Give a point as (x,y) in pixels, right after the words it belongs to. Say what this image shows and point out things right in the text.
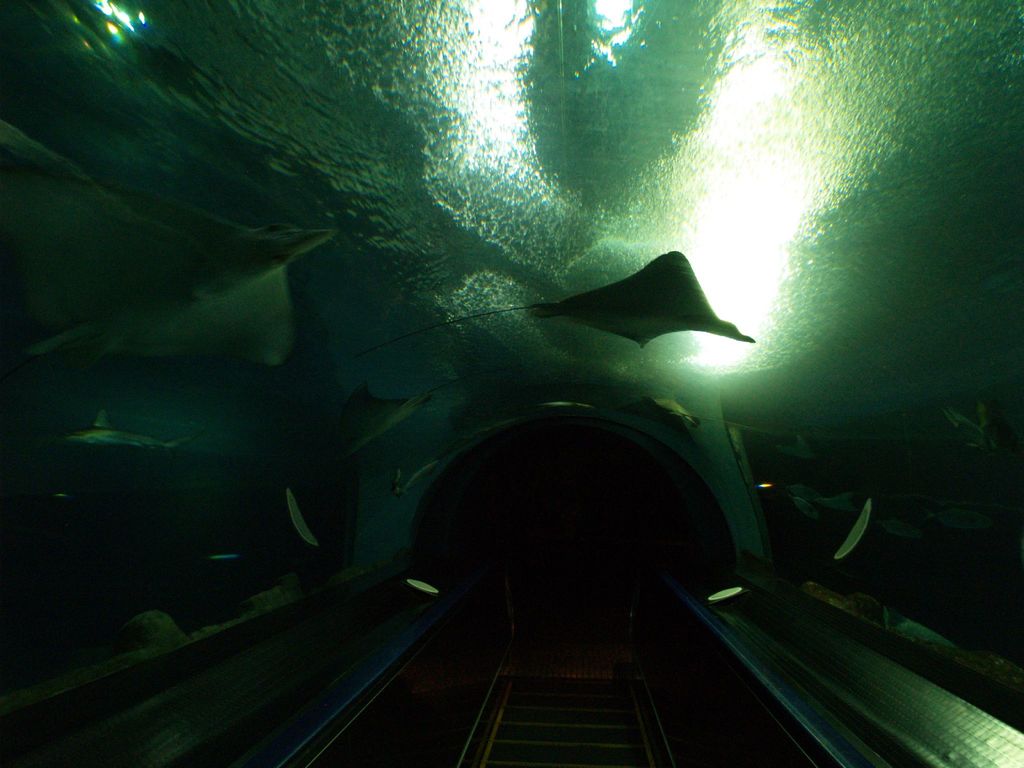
There are fishes (661,312) and water (805,262). Below that there is a walkway (583,711).
